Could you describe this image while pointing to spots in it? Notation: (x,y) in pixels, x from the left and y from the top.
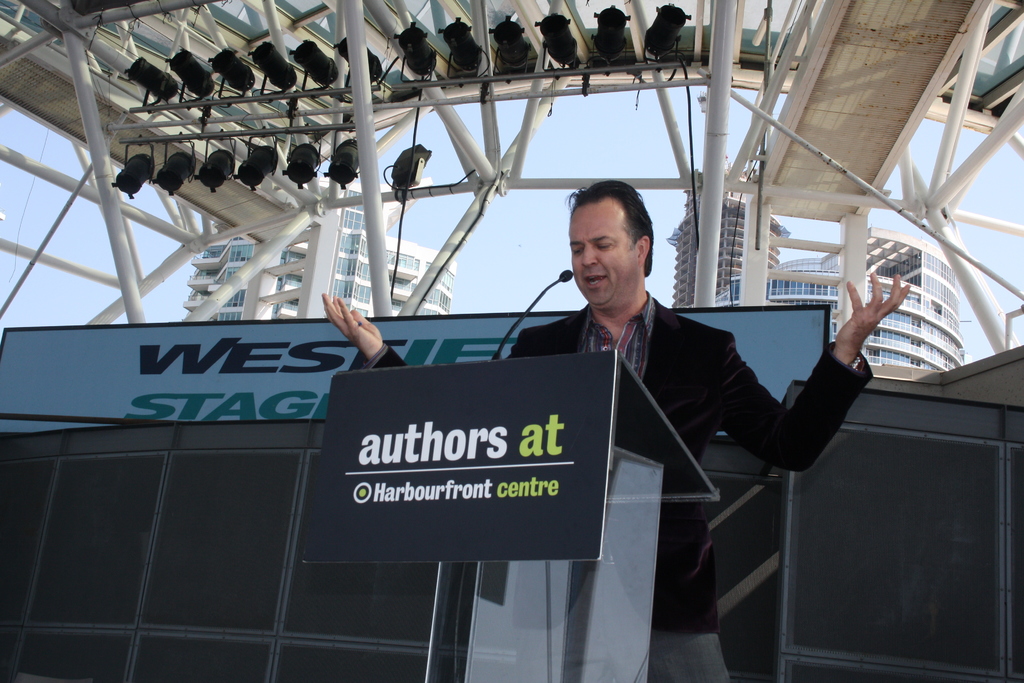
There is a man (626,246) standing and talking, in front of this man (621,343) we can see microphone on the podium (502,387). In the background (414,273) we can see rods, hoarding (195,338), buildings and sky (673,218).
